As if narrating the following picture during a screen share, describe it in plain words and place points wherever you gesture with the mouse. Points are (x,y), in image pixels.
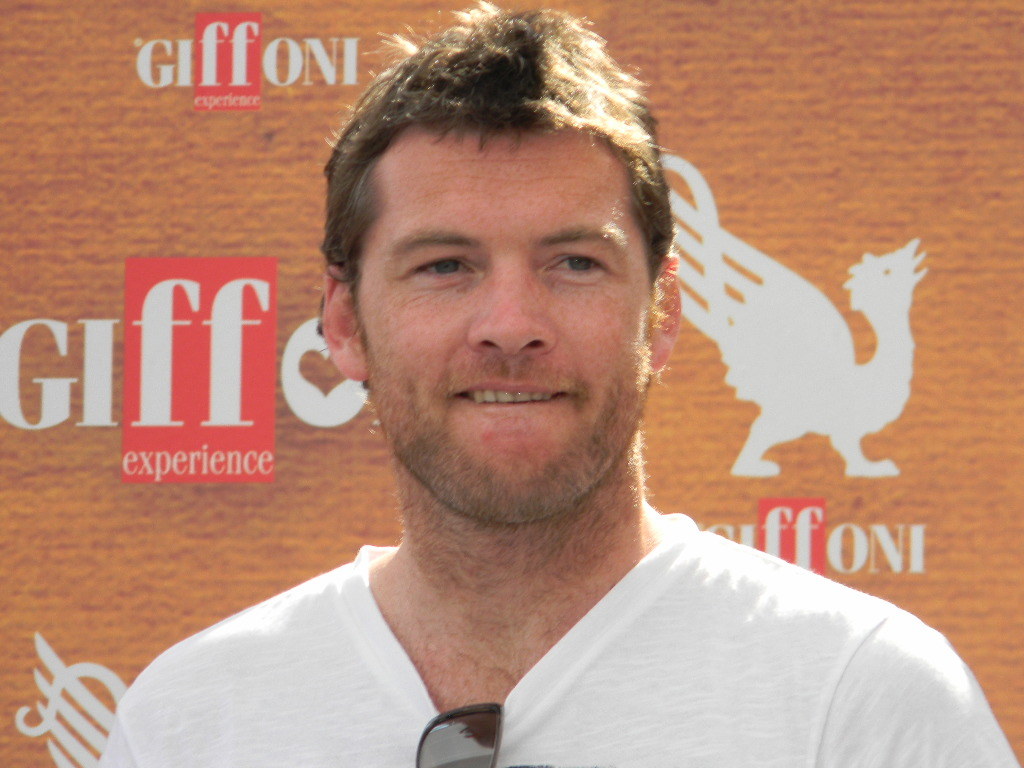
In this picture I can see a man (404,547) and I can see a advertisement board (266,273) with some text (885,551) in the back (250,175).
